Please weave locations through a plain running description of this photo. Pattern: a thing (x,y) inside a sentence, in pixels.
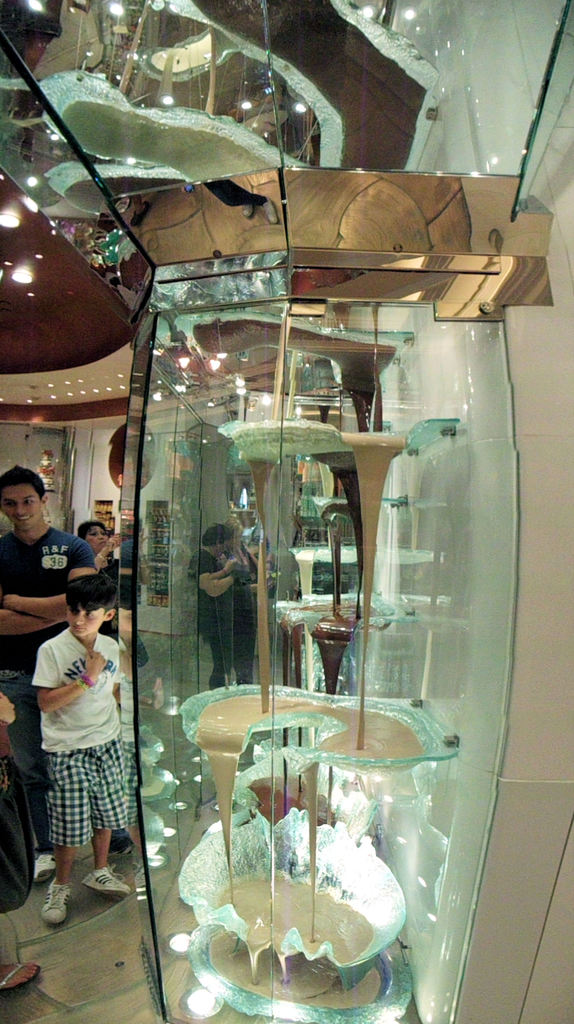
This image is clicked inside a room (252,566). There is glass (301,608) in the middle (326,521). There are persons (65,584) on the left side (38,558). There are lights (17,280) at the top (5,214).
